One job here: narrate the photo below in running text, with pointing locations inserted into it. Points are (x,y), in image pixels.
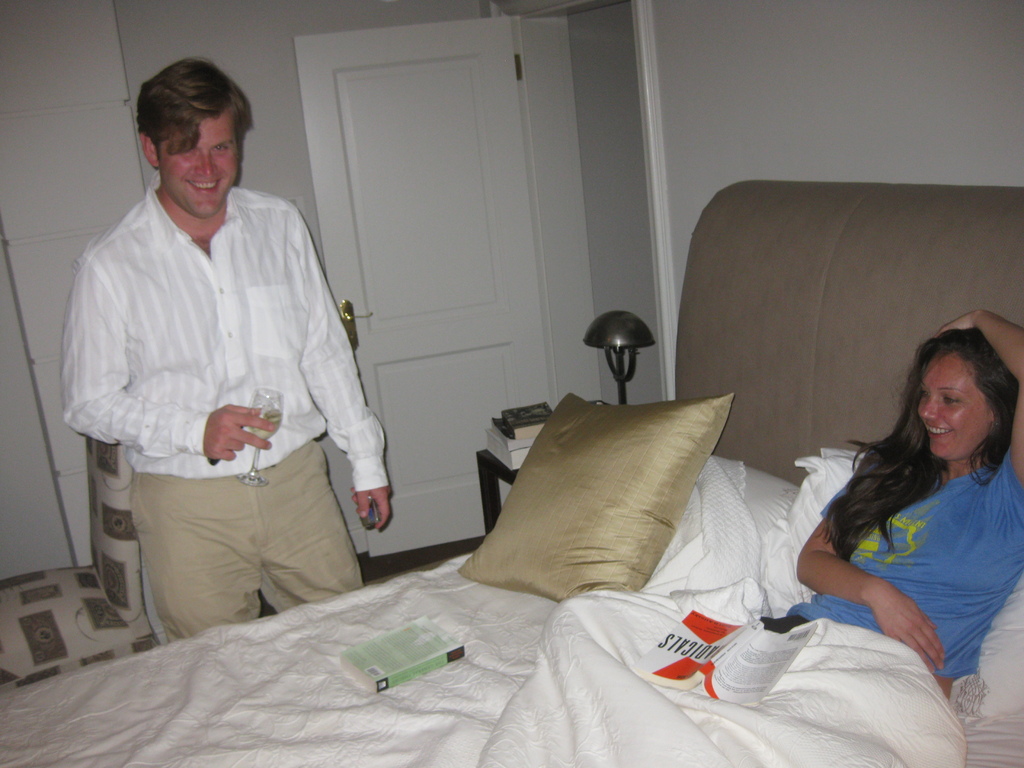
In this image there is a man (237,255) who is standing with a glass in his hand (270,432). On the right (1018,549) there is woman (959,544) who is lying on the bed (427,696), on the bed (487,583) there is pillow (603,500), bed sheet (172,718) and the book (394,678). At the background (451,122) there is door (412,148), table (493,466) and chair (98,520).
